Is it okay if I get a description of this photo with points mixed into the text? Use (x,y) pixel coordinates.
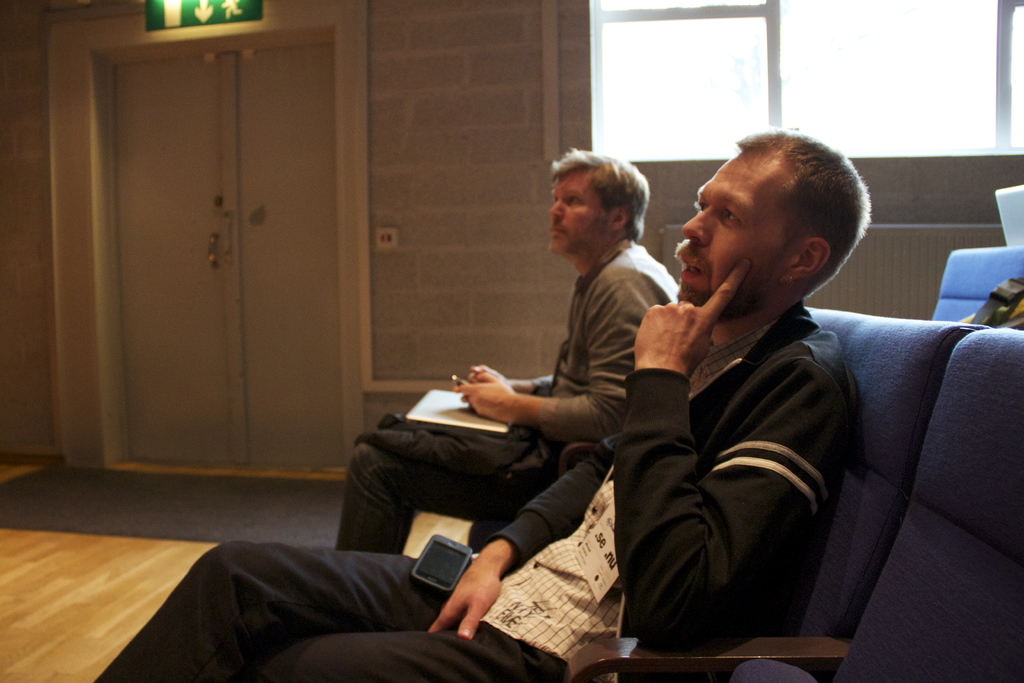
this picture shows two men (772,263) seated on the chairs (901,574) and a man (679,453) with a phone (449,585) on his leg (250,662) and we see a mobile (435,560).
